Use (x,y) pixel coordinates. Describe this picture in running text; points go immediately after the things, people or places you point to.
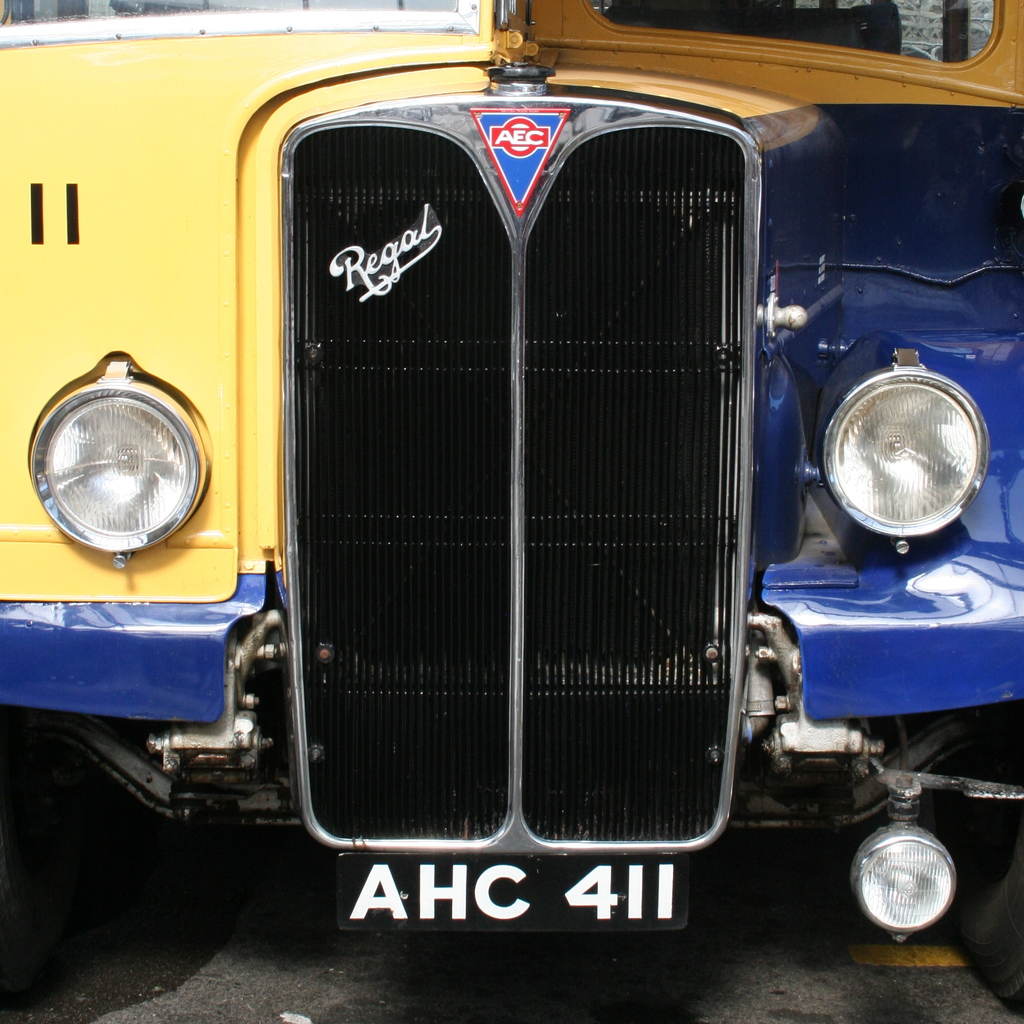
In this image I can see the vehicle (471,138) and the vehicle (443,249) is in yellow, blue and black color. In front (631,917) I can see the number plate (449,879).
